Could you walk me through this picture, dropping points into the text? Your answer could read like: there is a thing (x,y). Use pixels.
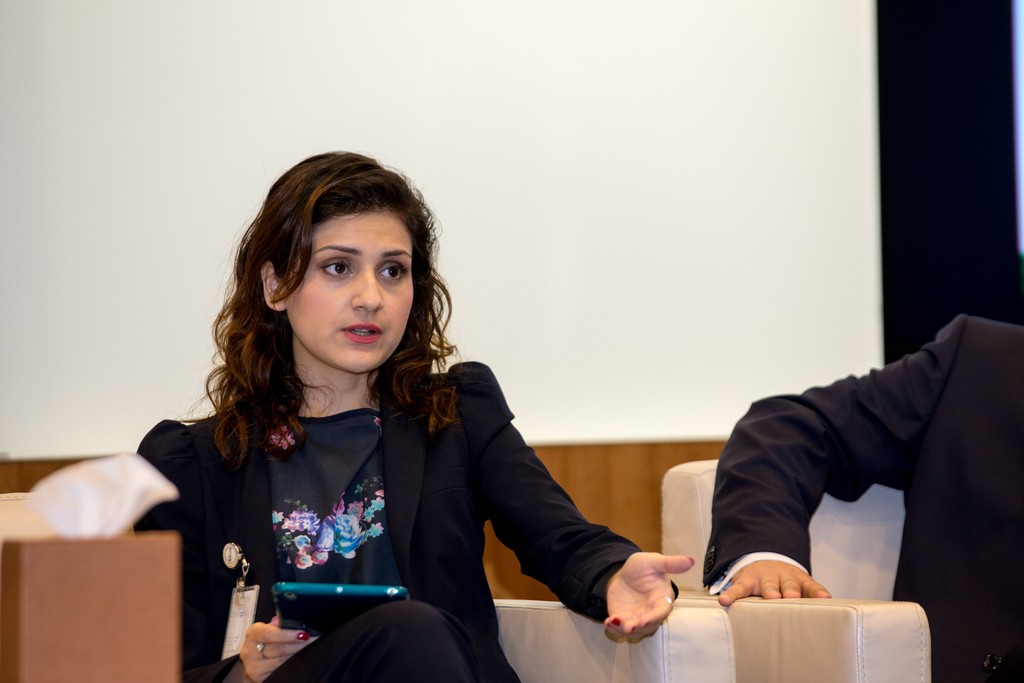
In this picture we can see few people (784,471), they are seated, and she is holding a tablet (363,604).
